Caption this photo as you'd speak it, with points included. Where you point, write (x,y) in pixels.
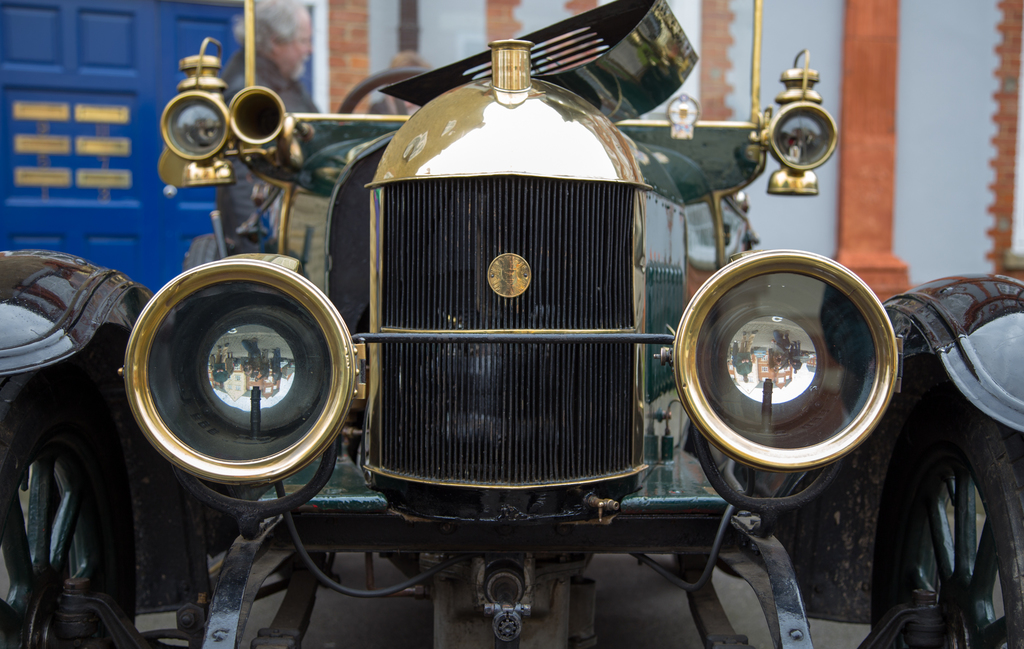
In this image, we can see a car (595,152) which is colored black and gold. There is a person (285,67) in the top left of the image (275,77).
